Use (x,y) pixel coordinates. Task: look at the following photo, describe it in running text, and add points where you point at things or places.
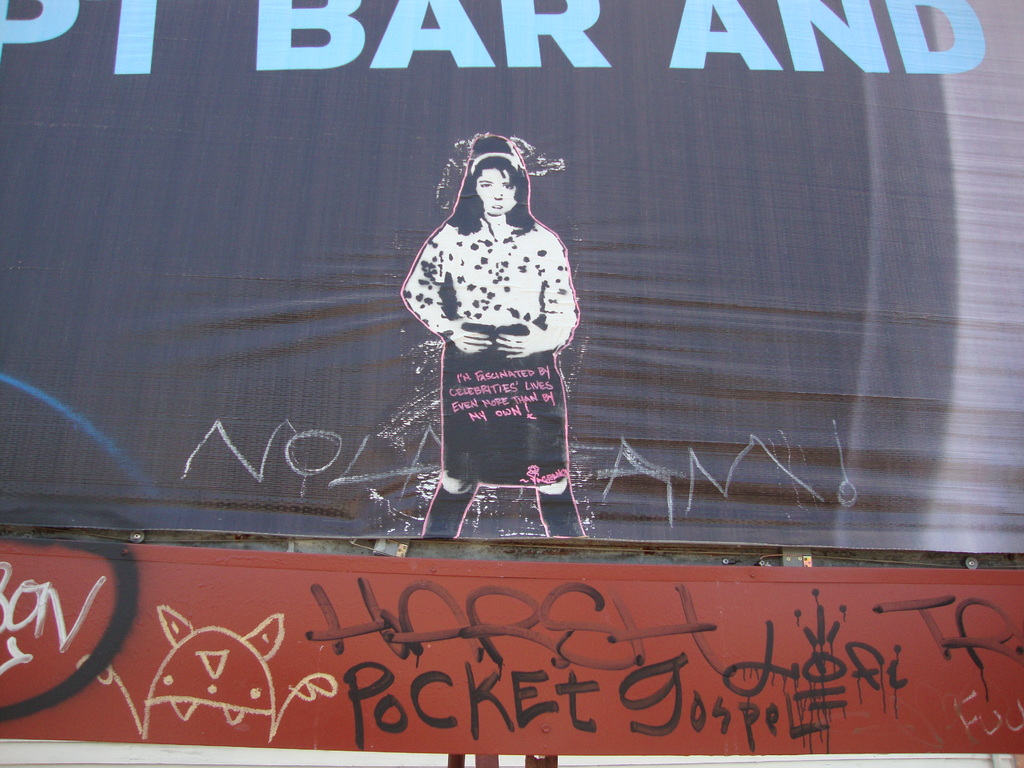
The picture consists of banners (720,239). In the center of the picture (474,455) there is a woman (482,351). At the bottom (473,593) there is text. At the top (408,71) there is text (474,48).
